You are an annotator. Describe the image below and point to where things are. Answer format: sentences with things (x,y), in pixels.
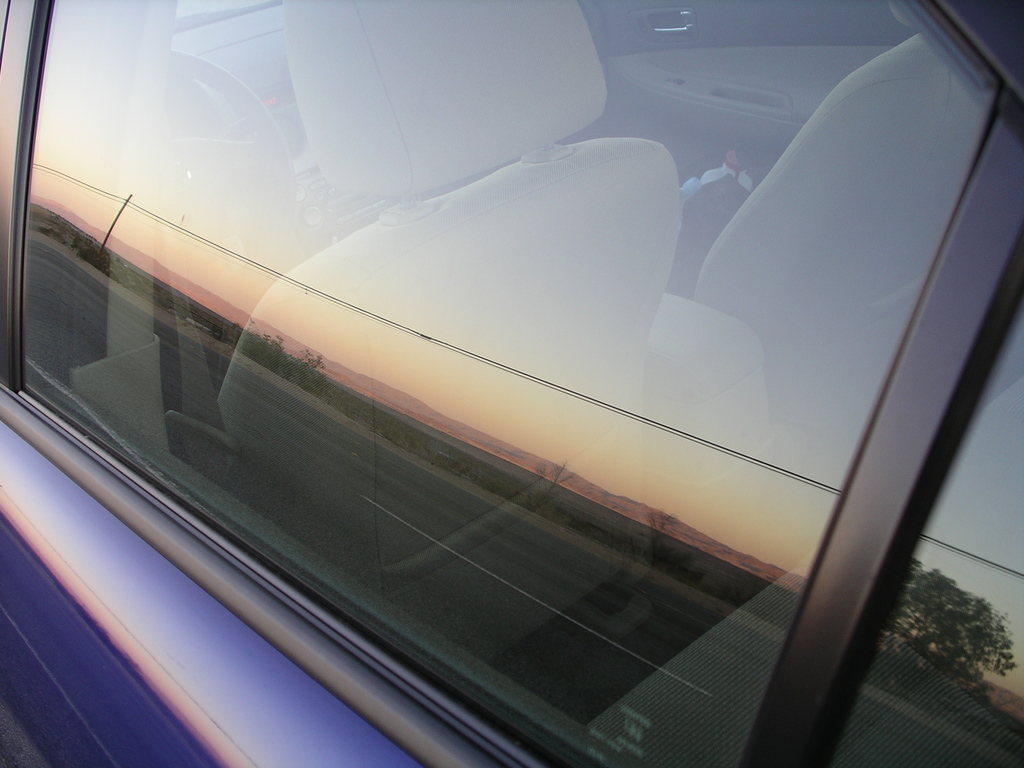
The picture consists of a car (451,189), we can see the seats (432,198) and steering (237,149) of the car (399,194).
